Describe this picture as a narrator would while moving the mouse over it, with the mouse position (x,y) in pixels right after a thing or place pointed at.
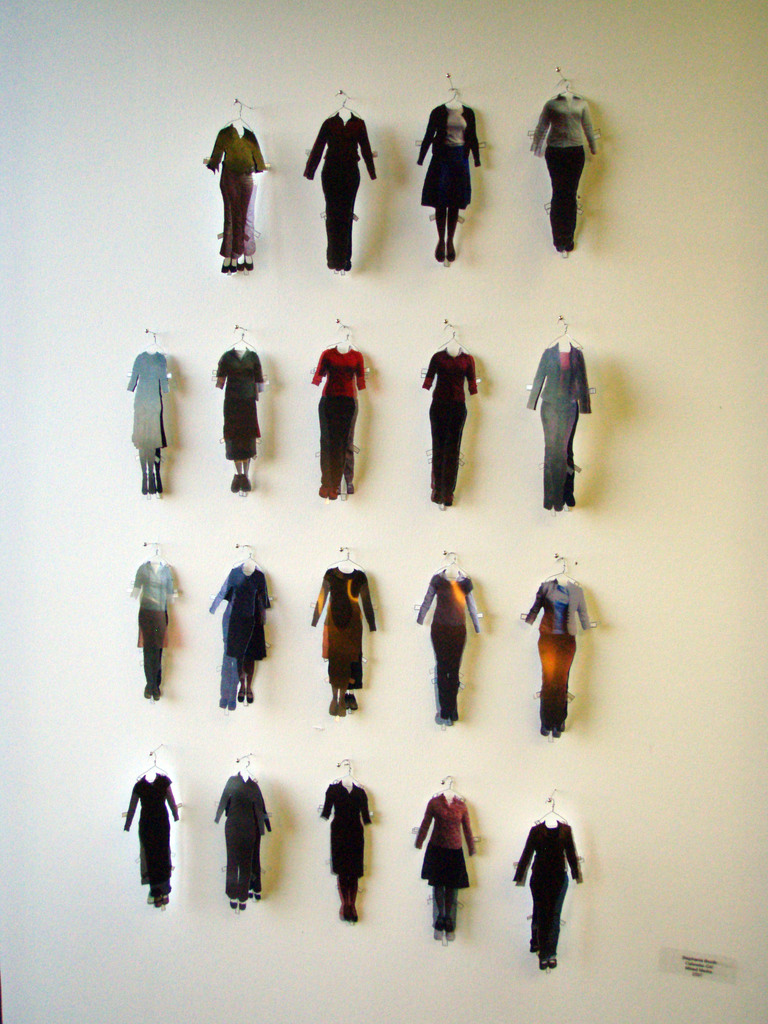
In the foreground of this image (438,844), there are cardboard pieces (553,725) in the shape of a human body (555,695) which are hanging to the pins (451,553) on the wall (451,546).
